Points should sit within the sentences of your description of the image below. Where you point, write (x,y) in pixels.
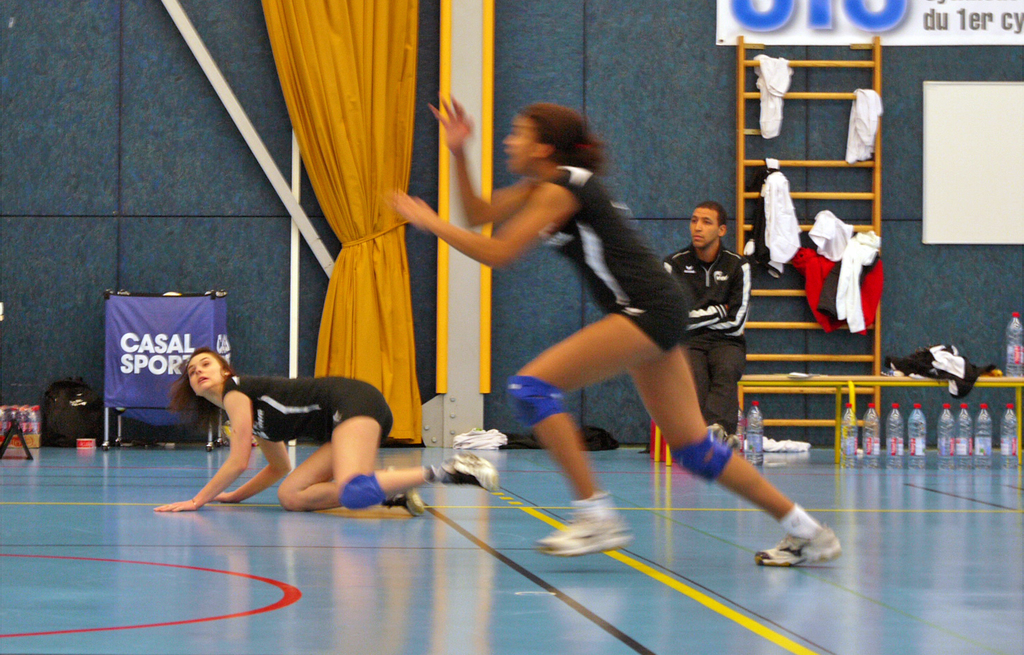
In this image we can see a few people (651,366), among them one person (739,331) is sitting on the bench (853,383), there are some bottles (849,421), clothes (791,227), stand (812,355), bag (82,429) and some other objects (82,443), in the background (391,227) we can see a curtain (391,227) and the wall (788,370), on the wall (622,190) we can see two boards (771,18).
